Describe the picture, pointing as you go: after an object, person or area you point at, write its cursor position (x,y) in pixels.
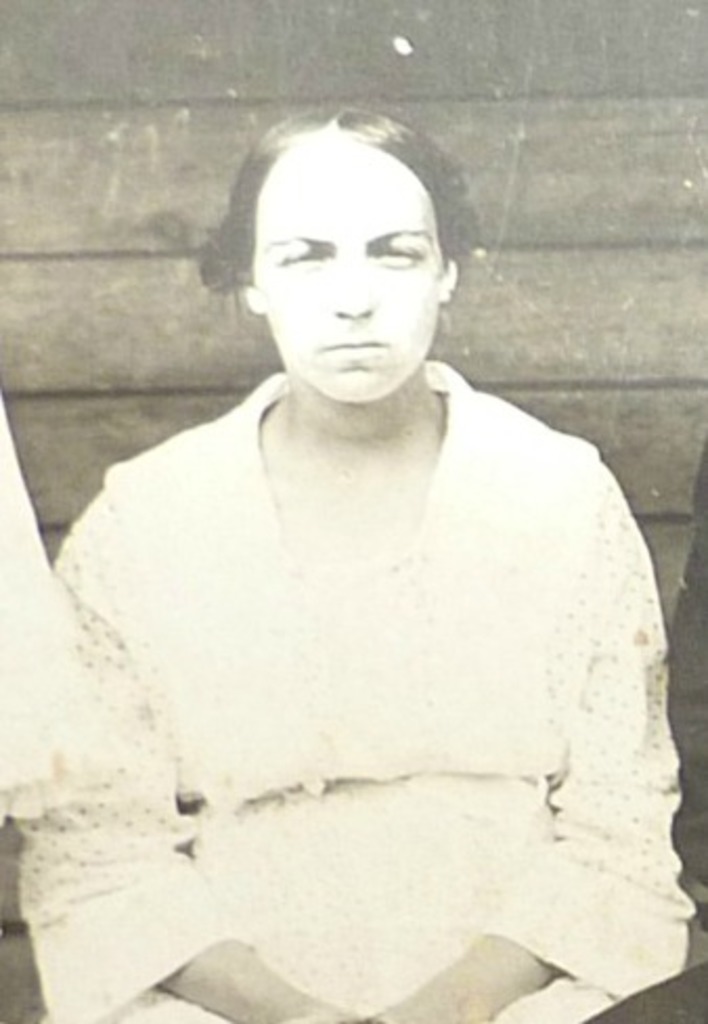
In this picture we can see a person (419,440) here, this is a black and white photography.
